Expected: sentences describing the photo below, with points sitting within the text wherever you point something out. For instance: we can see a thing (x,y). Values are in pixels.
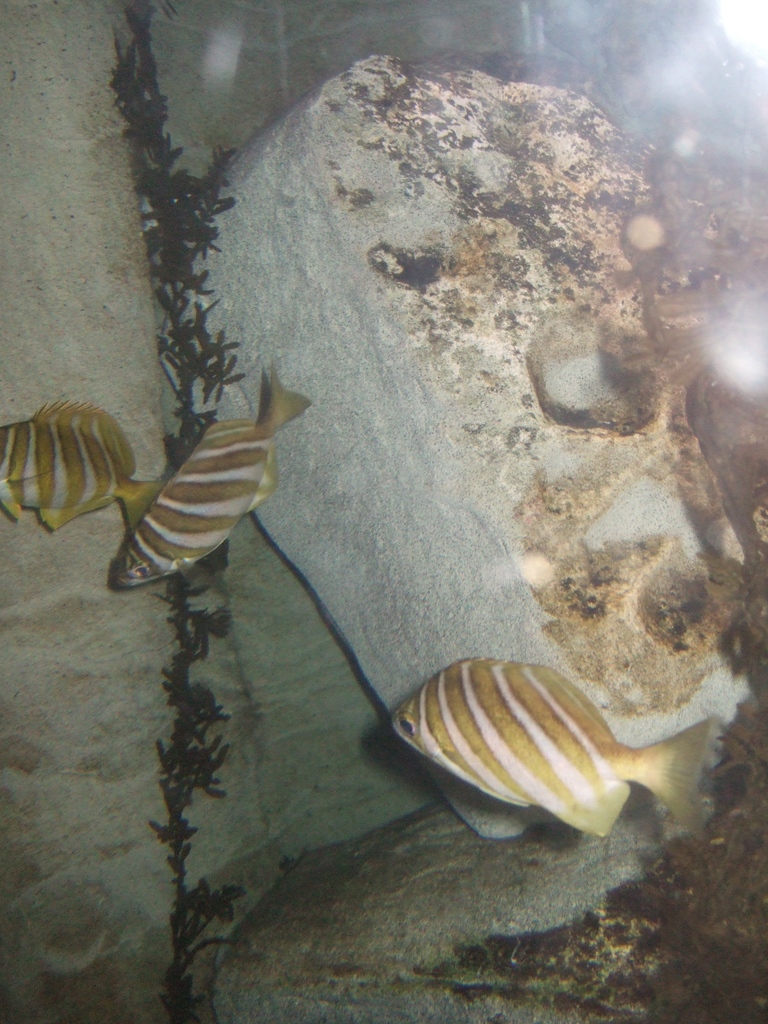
There are 3 striped fishes (44,500) in the water (724,104). There is a stone (508,545) at the back (444,455).
